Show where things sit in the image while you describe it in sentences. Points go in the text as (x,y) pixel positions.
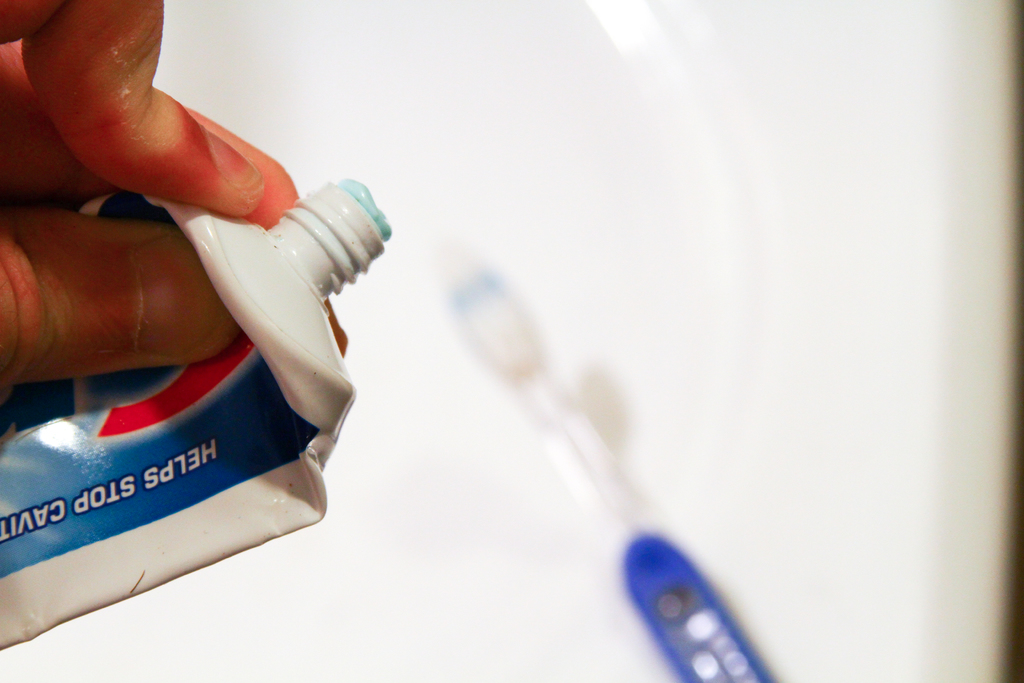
In the center of the image (495,316), we can see a brush (569,460) and in the foreground (152,245), there is a person's hand (174,247) holding toothpaste (261,353). At the bottom (485,628), there is sink (295,610).
